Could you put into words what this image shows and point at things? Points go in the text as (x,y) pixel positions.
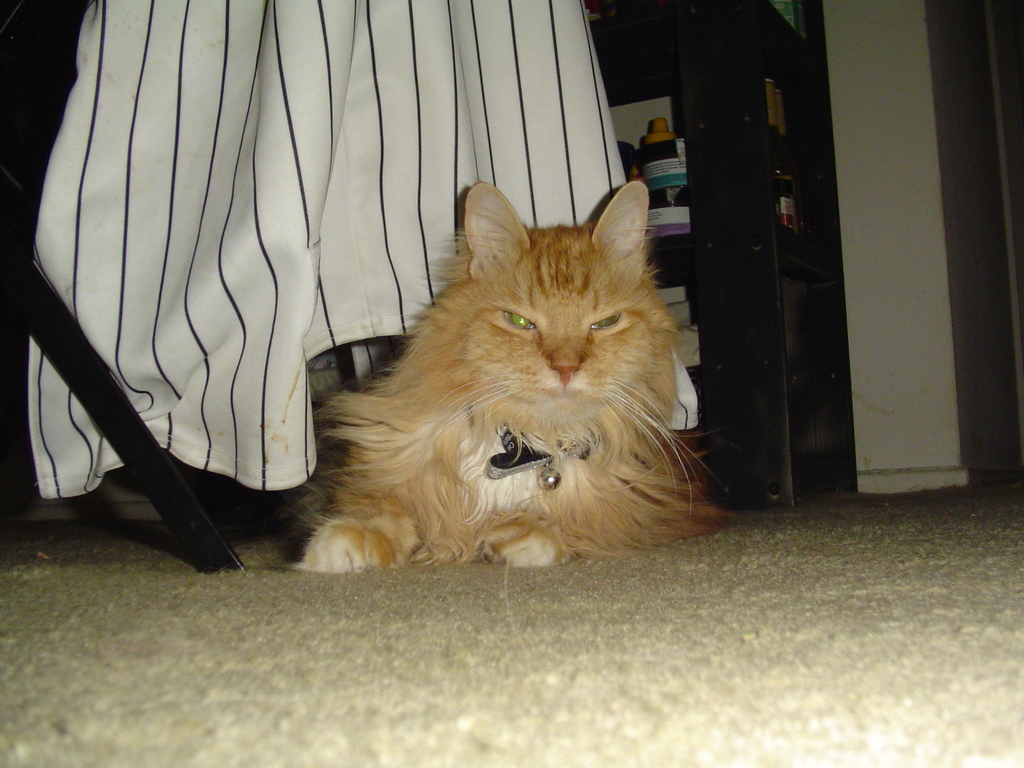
In this image there is a cat (513,491) sitting on the carpet (635,647). There is a belt (532,450) around the neck (501,416) of the cat (519,280). Behind the cat (523,255) there is a cloth (263,173) hanging. Behind the cloth (285,192) there is a cupboard (736,149). There are books (677,309) and bottles (659,173) in the cupboard (706,129). To the right (873,178) there is a wall (881,215). At the bottom (475,682) there is a carpet (357,644) on the floor (319,641).
